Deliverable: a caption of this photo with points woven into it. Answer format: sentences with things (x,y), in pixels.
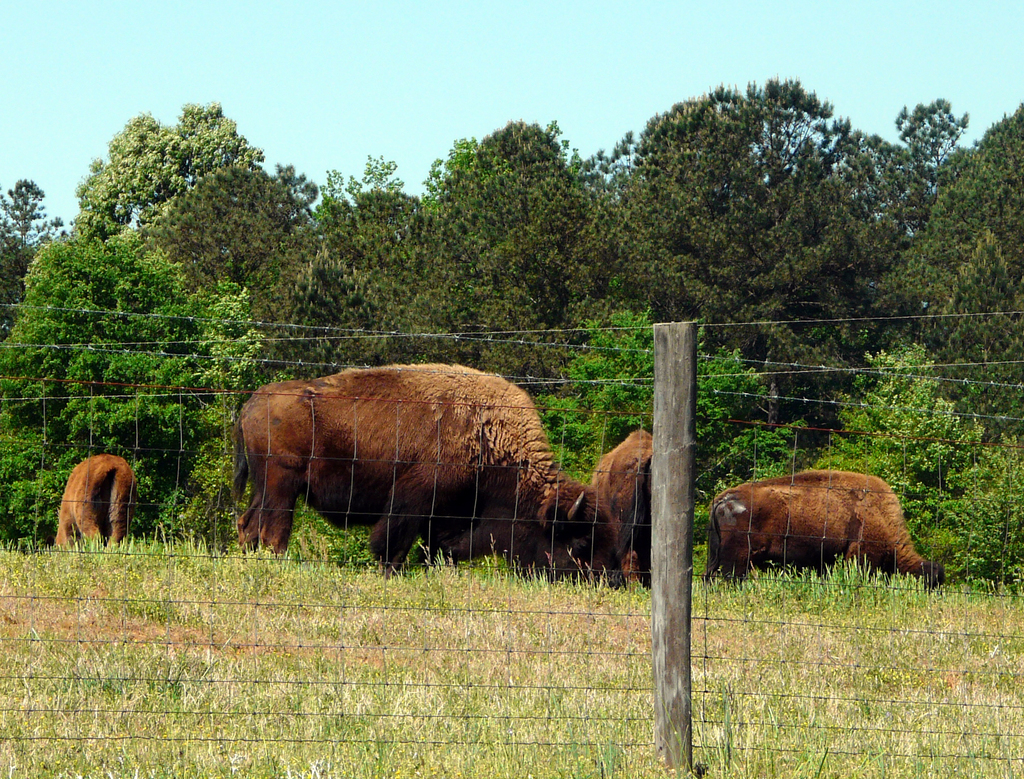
In the center of the image (375,437), we can see animals (344,379) and there is a fence (659,518). In the background (495,139), there are trees (252,155). At the top (393,43), there is sky (369,42).
